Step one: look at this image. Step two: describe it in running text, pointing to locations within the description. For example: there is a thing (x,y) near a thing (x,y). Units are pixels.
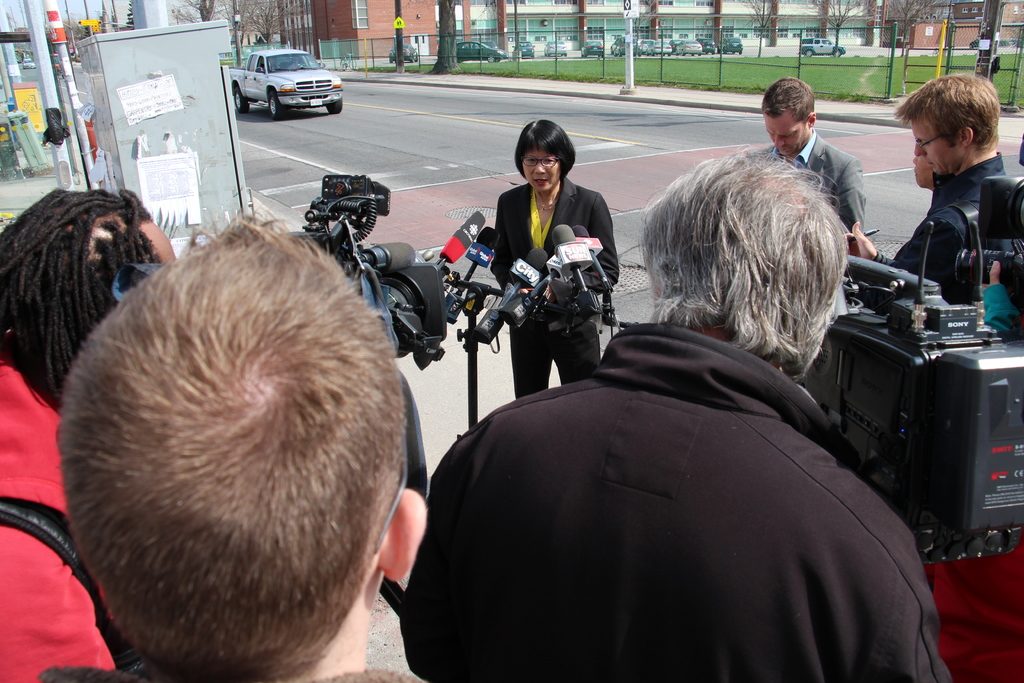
In this image we can see a group of persons (101,290) are standing, there are many microphones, there is a stand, there a person (720,266) is holding a camera (913,294) in the hands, there a car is travelling on the road (690,142), there are buildings (553,36), there are poles (34,47), there are cars (547,48) on the road (623,101), there are trees (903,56), there is a grass (829,83), there is a metal box (177,91).
